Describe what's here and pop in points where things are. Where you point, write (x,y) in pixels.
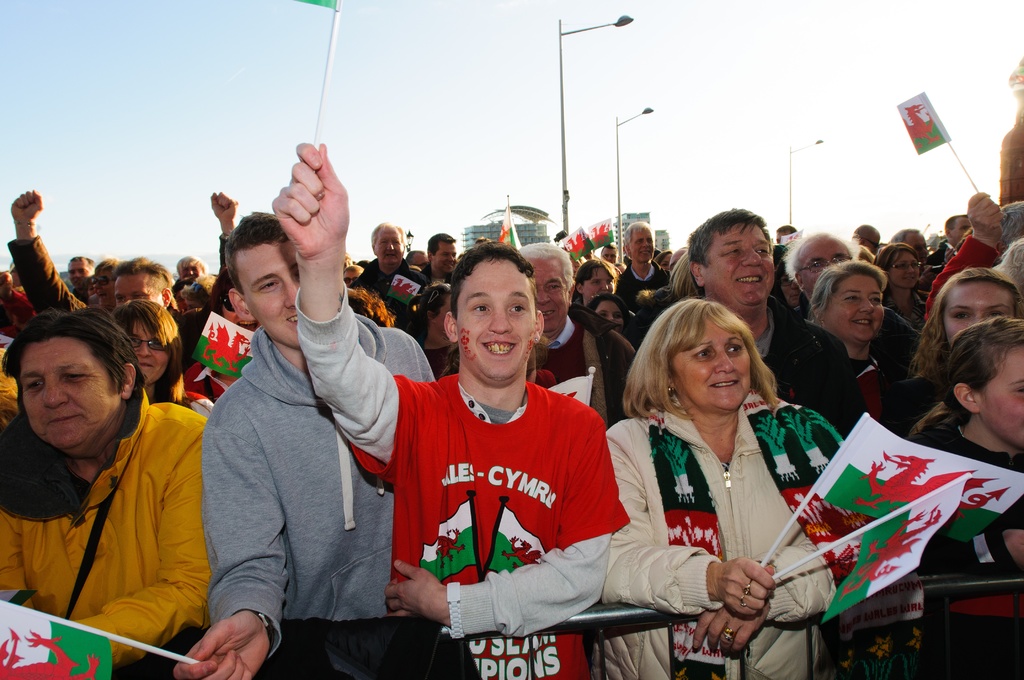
In this picture we can see a group of people (176,633) standing, flags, fence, poles (563,178), lamps (616,23), buildings (537,221) and in the background (601,62) we can see the sky (493,199).
